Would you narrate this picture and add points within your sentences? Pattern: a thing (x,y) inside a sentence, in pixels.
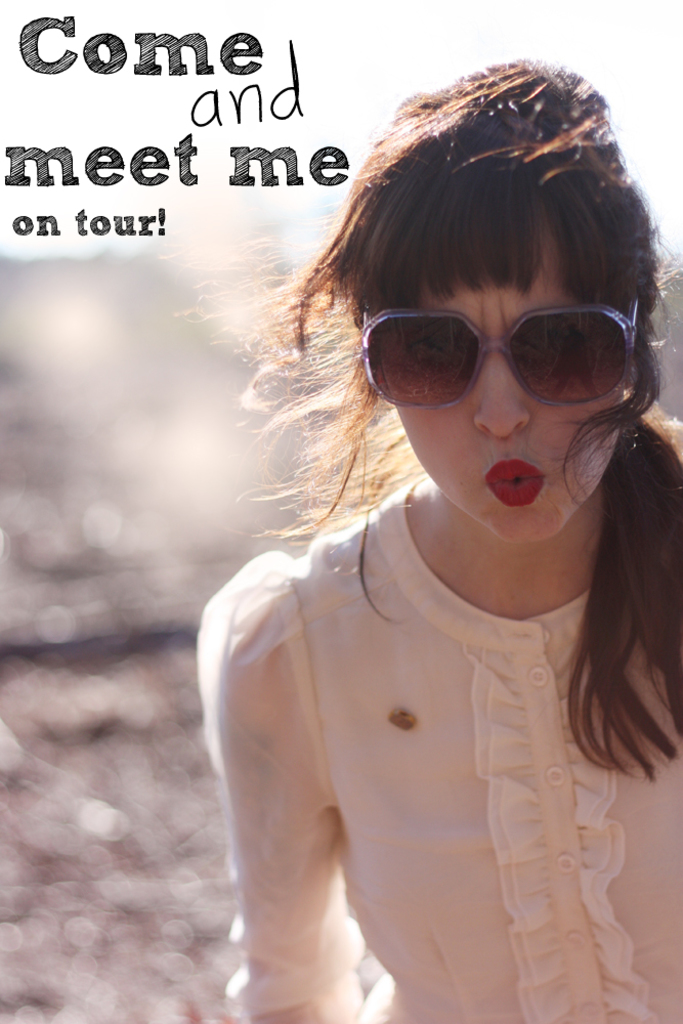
In this picture I can see a poster (134,661) and I can see a woman (393,529) wore sunglasses (538,373) and I can see text (21,173) and a blurry background (64,378).
